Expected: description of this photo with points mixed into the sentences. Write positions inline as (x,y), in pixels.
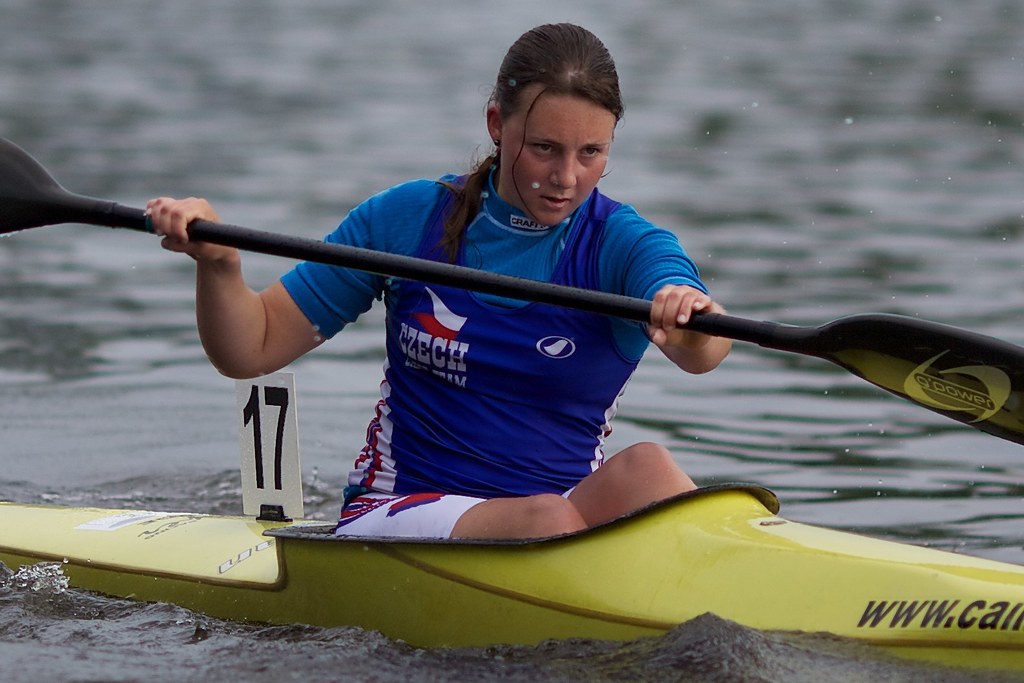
There is a woman (530,105) in violet color jacket (409,374), sitting on the seat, holding oar (903,334) and riding an yellow color boat (126,555) on the water (801,161).
